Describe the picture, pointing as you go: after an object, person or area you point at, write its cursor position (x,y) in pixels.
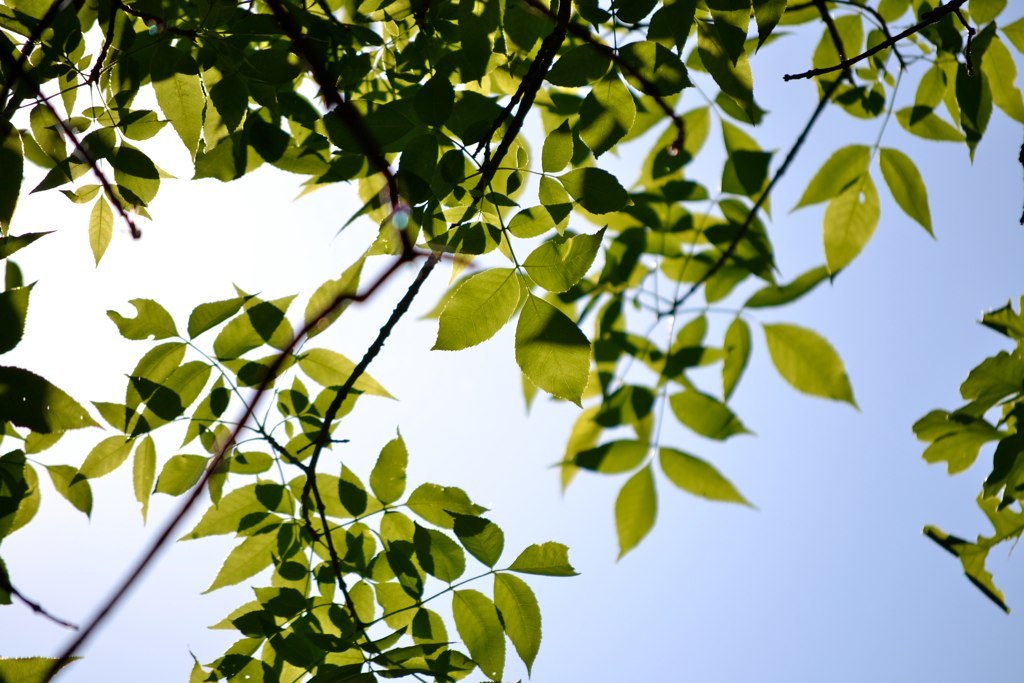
In this image I can see the sky (531,512) and leaves (194,482) and stems (744,225) visible.
